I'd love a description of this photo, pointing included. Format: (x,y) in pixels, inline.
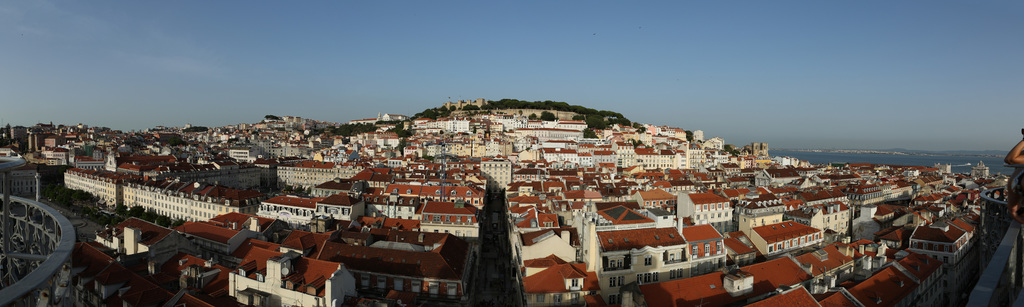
In this image I can see number of buildings (628,212). In the background (608,96) I can see number of trees (340,128) and the sky (731,74). On the right side of the image (1020,160) I can see an arm (1023,146) of a person (1021,179).
